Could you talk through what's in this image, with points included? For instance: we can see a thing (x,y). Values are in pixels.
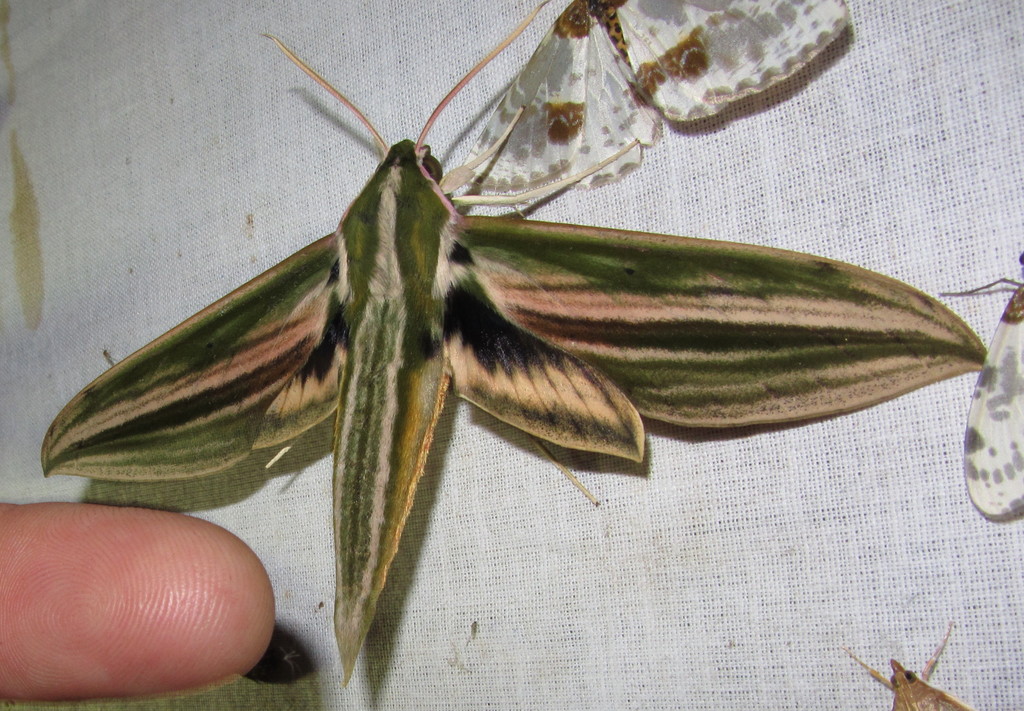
In the image in the center (432,409), we can see few insects (678,275) on the cloth (939,34). In the bottom left side of the image (96,599), we can see one finger (101,621).
